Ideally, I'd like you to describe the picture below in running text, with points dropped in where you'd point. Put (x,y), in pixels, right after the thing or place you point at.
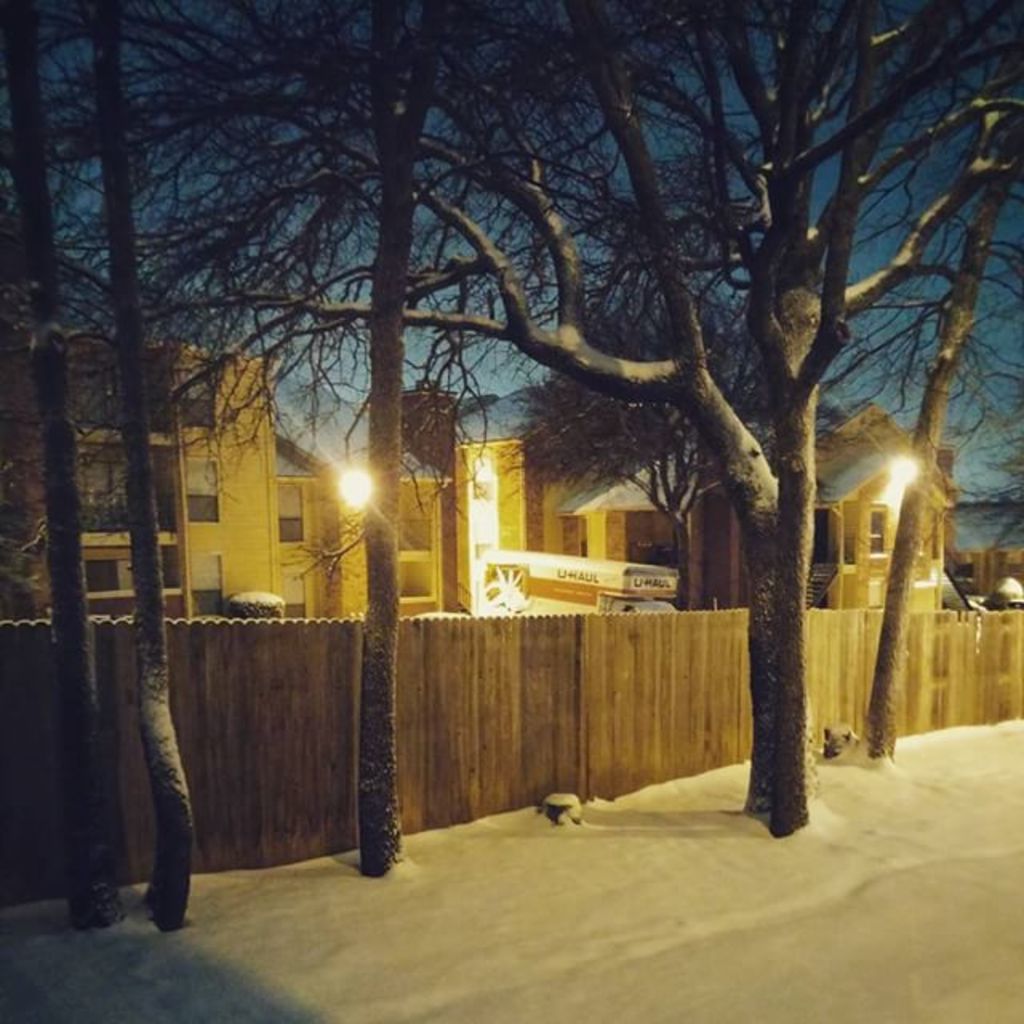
In this picture, there are trees (71,583) beside the fence (286,656). At the bottom (460,878), there is a snow (742,865). In the background (329,565) there are buildings (525,465) with lights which are in yellow in color.
